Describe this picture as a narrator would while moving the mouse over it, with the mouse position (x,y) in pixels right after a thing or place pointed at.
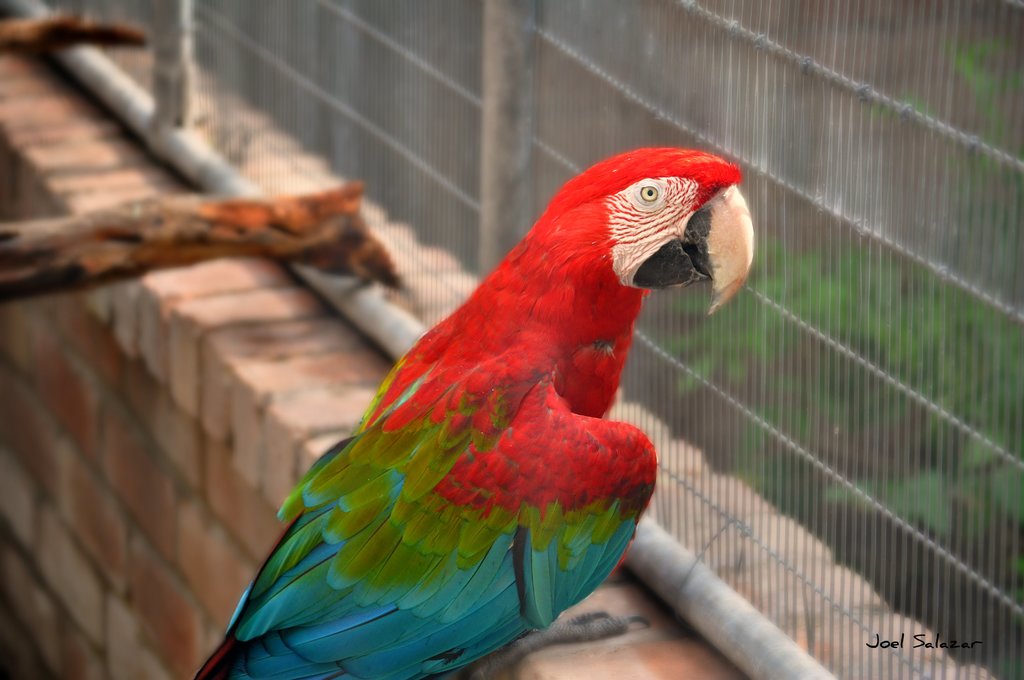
In this image there is a parrot (594,377) sitting on the wall (281,400). Beside her there are two wooden sticks (199,210). In front of the bird (503,265) there is a closed mesh fencing (809,265). At the background (911,288) there are trees (943,494).
